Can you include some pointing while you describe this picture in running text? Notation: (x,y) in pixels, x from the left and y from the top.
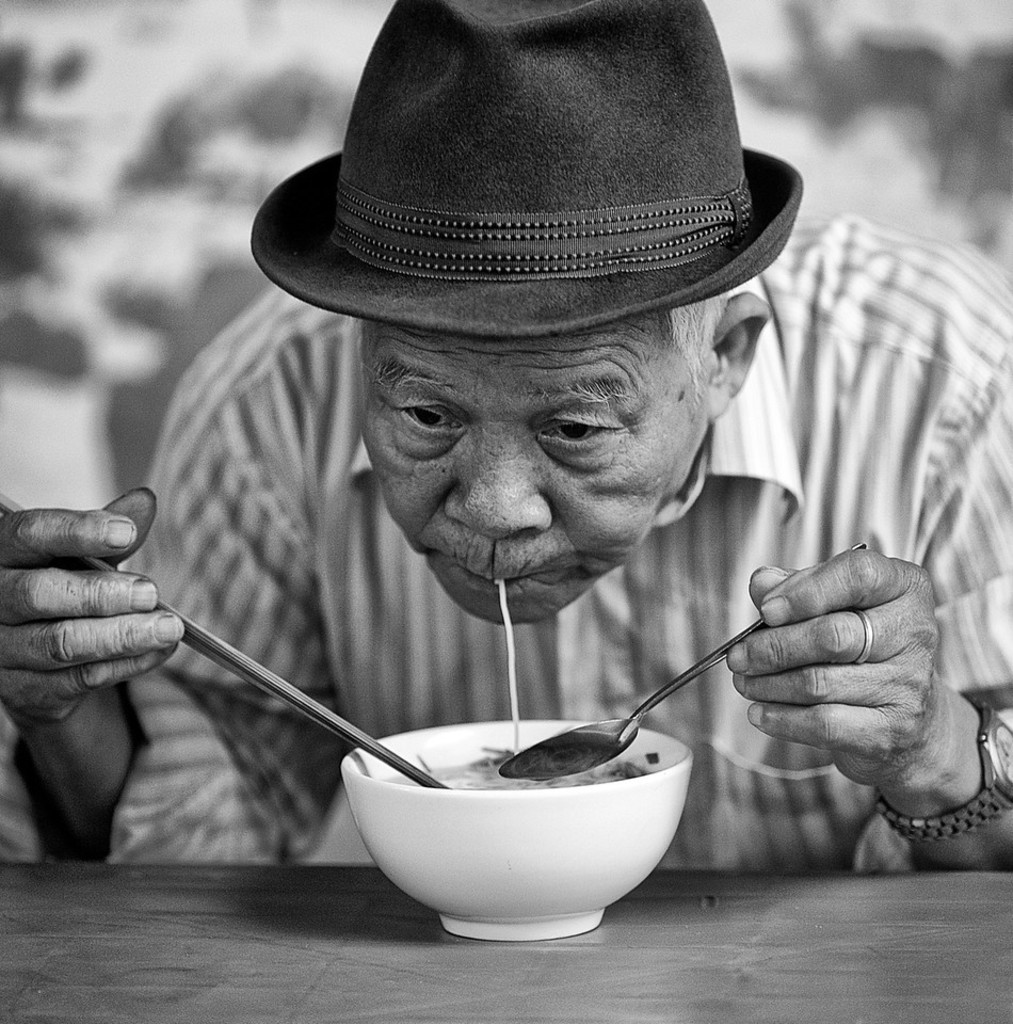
In this image I see a man (556,301) who is holding a chopsticks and a spoon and he is wearing a hat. I can also see there is a bowl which is full of food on the table (48,874) and there is food (504,617) in his mouth (450,562).
